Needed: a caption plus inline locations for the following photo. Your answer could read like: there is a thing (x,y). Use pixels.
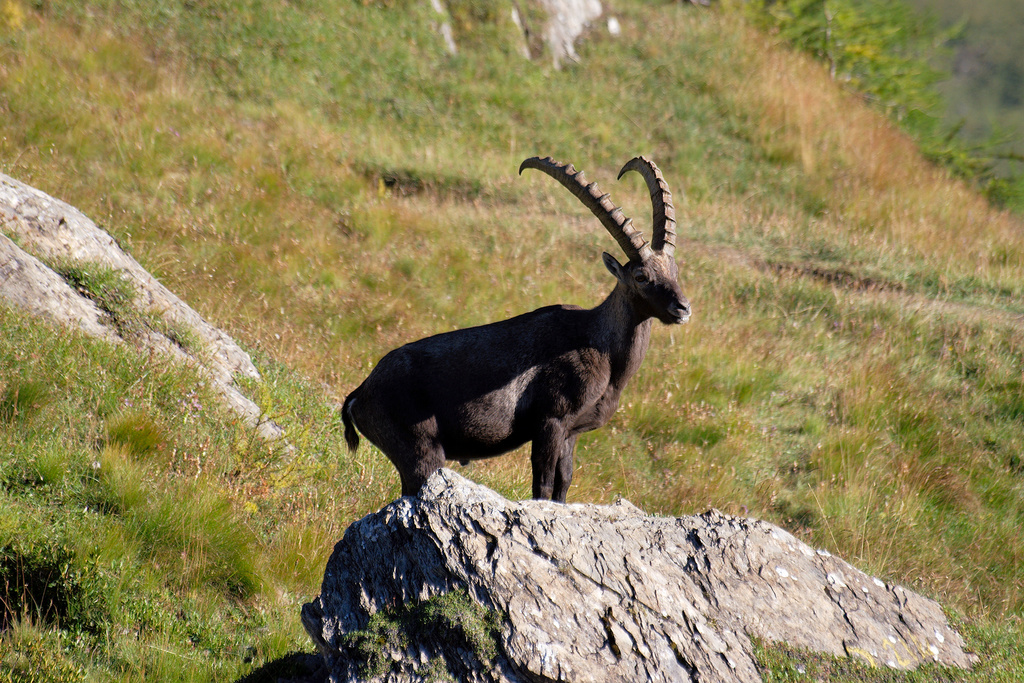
This is an outside view. At the bottom (475,592) there is a rock (558,617) and also there is an animal (524,384). In the background (349,226), I can see the grass (337,176) and plants (836,45). On the left side (83,238) there is another rock (83,238).
